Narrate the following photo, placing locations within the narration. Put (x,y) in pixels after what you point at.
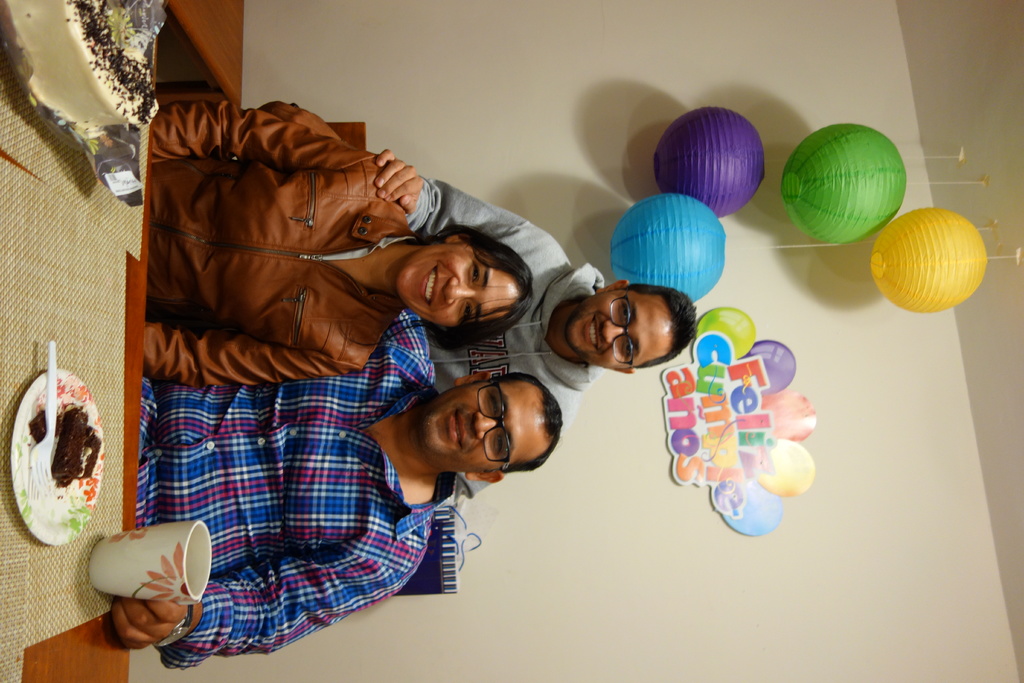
In this picture, we see two people (382,306) are sitting on the chairs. Behind them, we see a man (549,293) is standing. Three of them are smiling and they might be posing for the photo. In front of them, we see a table (132,288) on which cake (102,128), a plate (54,489) containing cake (66,438), fork (50,447) and a cup (141,530) are placed. Beside them, we see a brown table (229,66). In the background (522,78), we see a wall (573,121) and the lanterns (900,254). We see something which looks like a sticker (736,382) is placed on the white wall (743,283).
